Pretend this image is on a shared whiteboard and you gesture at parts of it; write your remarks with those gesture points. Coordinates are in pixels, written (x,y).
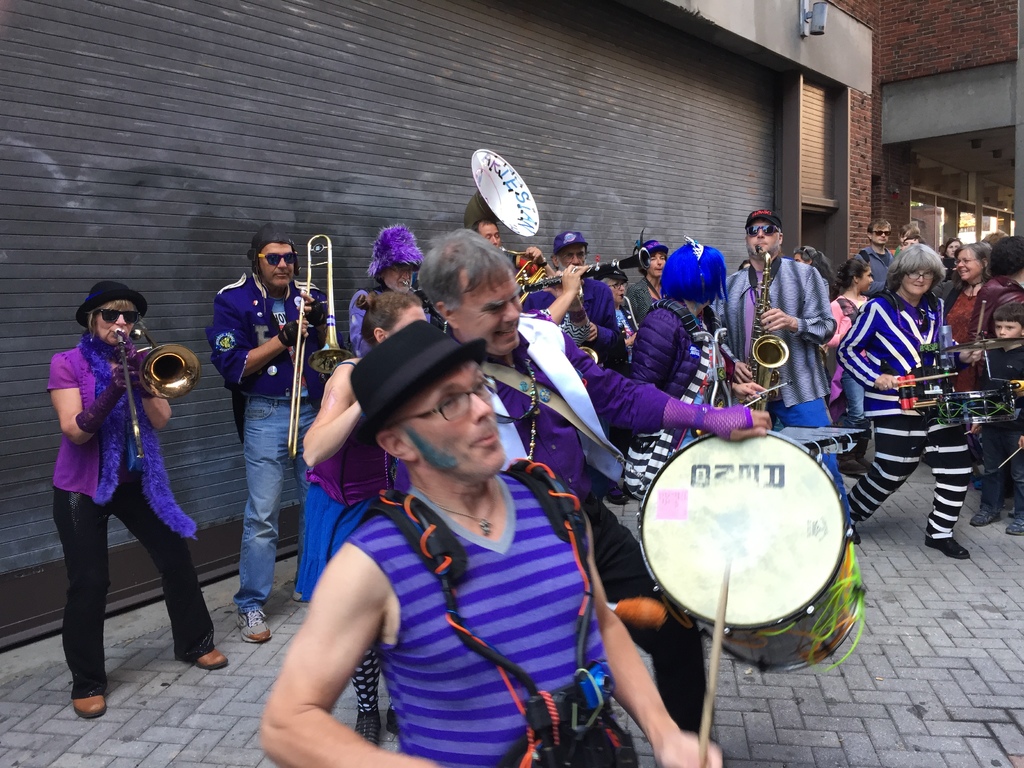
In this picture there are many people (521,529) dancing and playing a different musical instruments (652,488) in their hands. There are men (587,430) and women (647,378) in this group (536,370). In the background (558,121) there is a wall (405,104).
